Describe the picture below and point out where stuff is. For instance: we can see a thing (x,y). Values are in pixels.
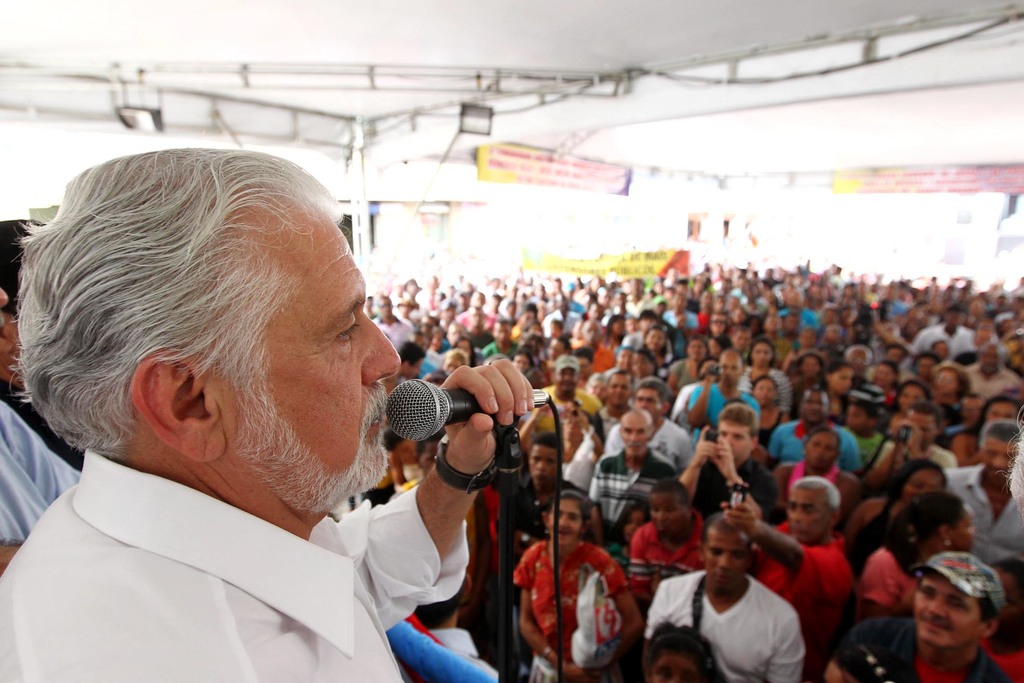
In this image we can see a man (202,312) who is wearing white color shirt (233,620) and holding the mic (443,398) in his hand (488,389). Right side of the image (848,567) we can see crowd of people (728,433). At the top of the image (838,131), white color roof (698,64) is there and banner (614,171) are attached to the roof (1005,152).
